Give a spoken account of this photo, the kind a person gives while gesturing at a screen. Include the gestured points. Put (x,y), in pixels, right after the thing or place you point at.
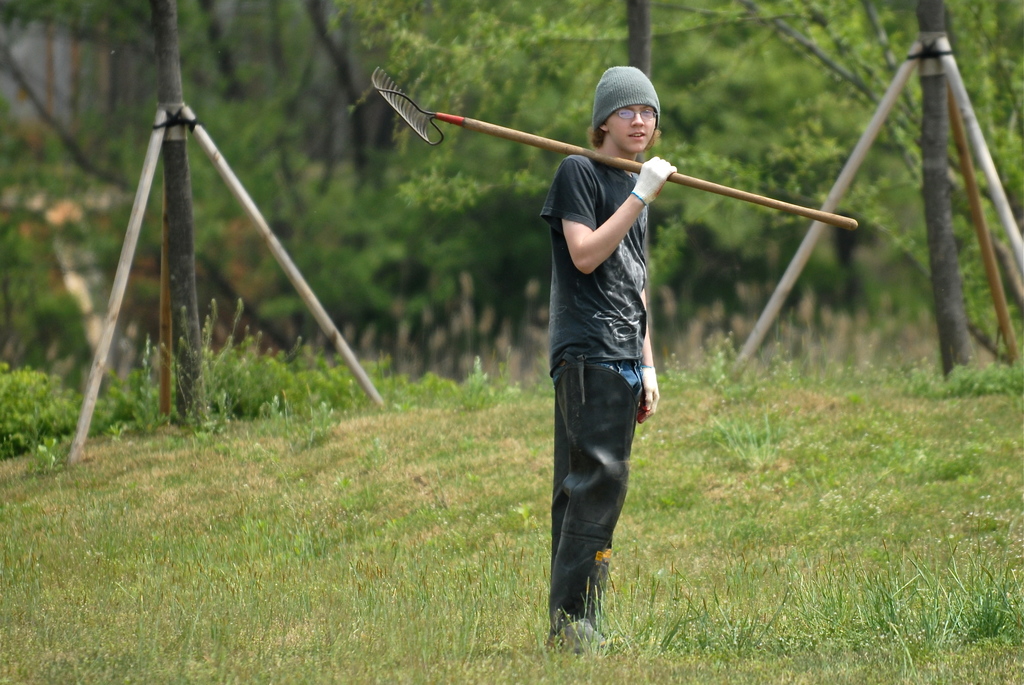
In this image, we can see a person (632,129) holding an object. We can see the ground (386,525) covered with grass (411,489), plants (219,421). We can also see some poles (1002,331) and trees (366,187). We can also see the blurred background (24,283).
